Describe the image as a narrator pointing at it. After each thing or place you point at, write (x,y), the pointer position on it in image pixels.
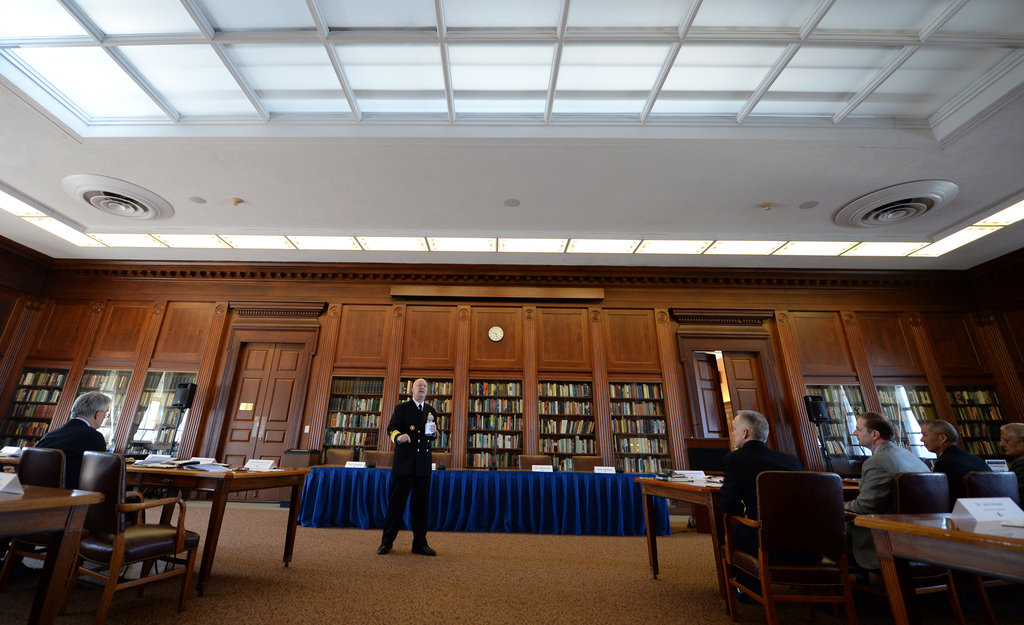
As we can see in the image there is a white color roof (583,198), rack (587,414) and the rack (582,425) is filled with books (503,434). Few people (78,487) sitting on chairs (793,534) and there are tables (214,492). On tables (189,475) there are books (163,460) and the floor (438,586) is in cream color.
